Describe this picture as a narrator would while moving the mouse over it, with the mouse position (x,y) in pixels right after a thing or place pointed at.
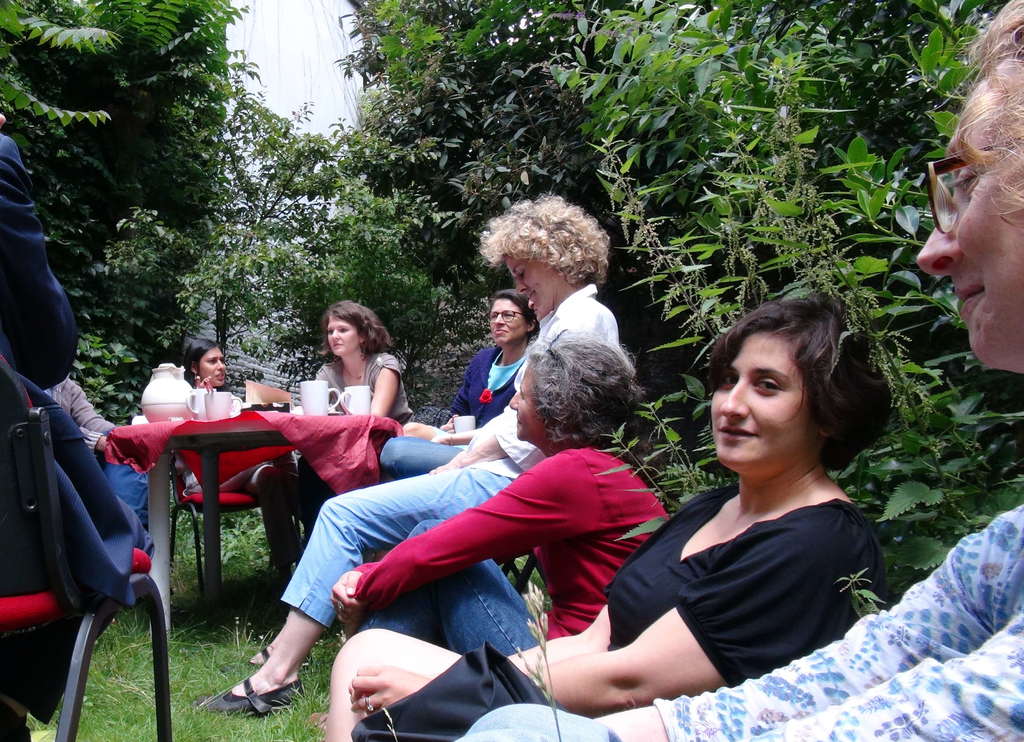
In the center of the image (492,375) there are people (807,602) sitting on chairs (17,508). In the background of the image (306,205) there are trees (277,166). At the bottom of the image (212,730) there is grass (196,732). There is a table (211,507) on which there are cups (322,397). There is a red color cloth (338,430).
